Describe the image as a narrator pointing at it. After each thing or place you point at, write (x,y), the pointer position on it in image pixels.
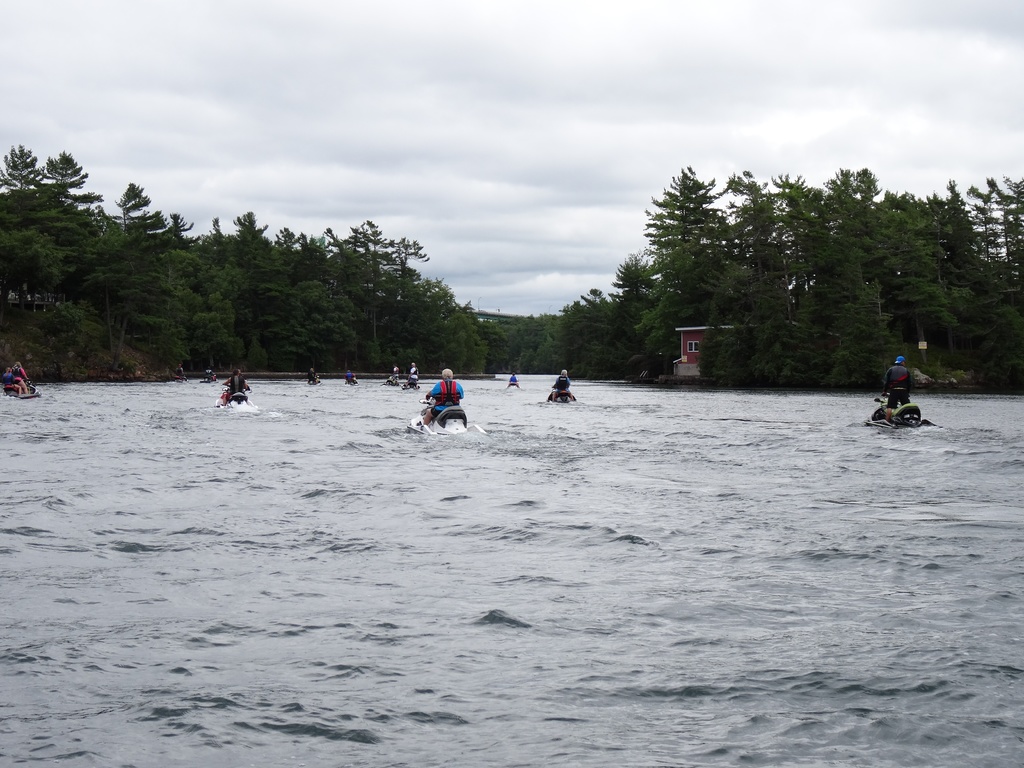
In the picture we can see water (892,652) and some people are riding a jet bike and they are wearing jacket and in the background (62,325) we can see plants (62,325), trees (741,312) and sky (666,124).
